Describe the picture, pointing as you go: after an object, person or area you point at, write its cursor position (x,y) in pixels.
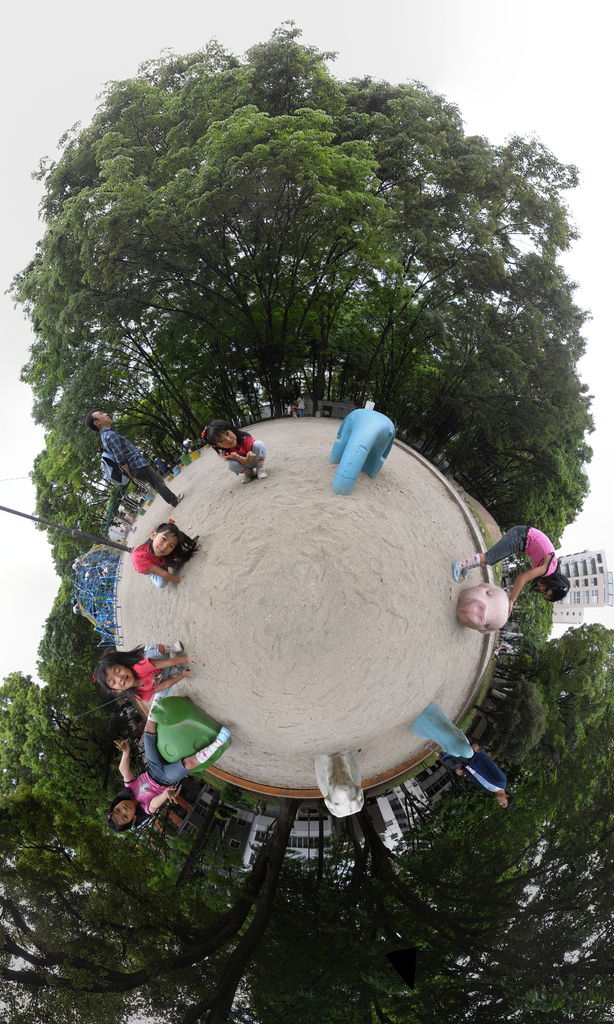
This is a three sixty panorama image of few kids (168,531) standing on the playground (381,469) with trees (593,750) in the background (586,742) and a building (574,604) on the right side (596,568) and above its sky (52,56).
